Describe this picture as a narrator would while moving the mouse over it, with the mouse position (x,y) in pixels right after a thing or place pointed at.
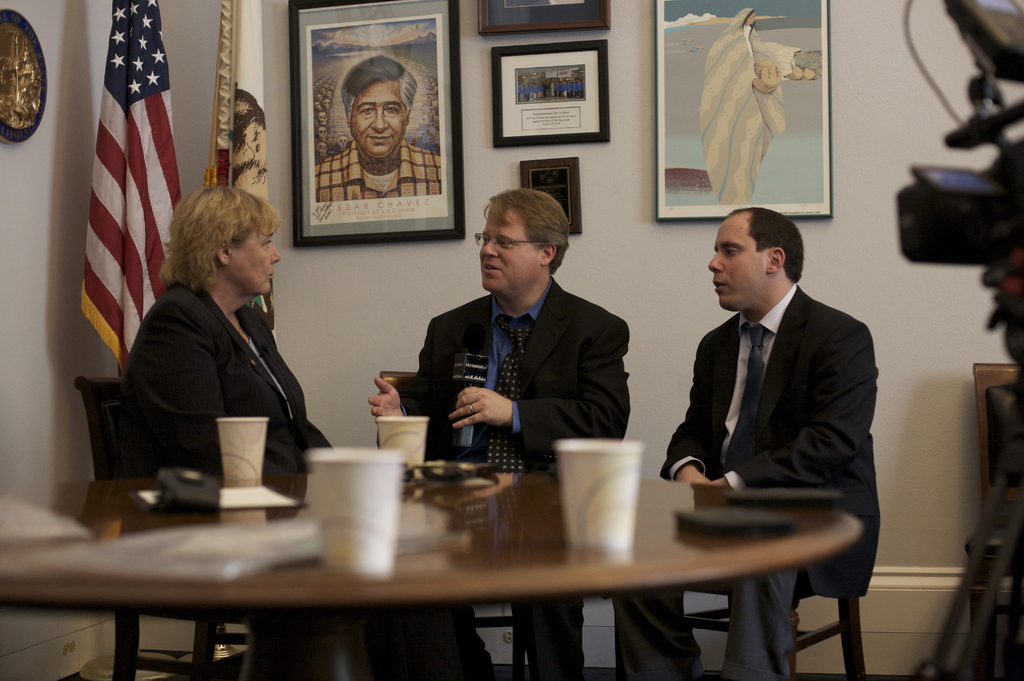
In this image there are three persons (519,403) sitting behind the table (428,515), the person (484,385) with the blue shirt (495,351) is holding a microphone (468,352) and he is talking. There are cups (618,540), papers (262,502) and devices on the table (453,533). At the right side of the image (916,212) there is a camera (931,229) and at the left side of the image (98,208) there is a flag (107,192) and at the back (300,97) there are photo frames (600,125) on the wall (646,290).
